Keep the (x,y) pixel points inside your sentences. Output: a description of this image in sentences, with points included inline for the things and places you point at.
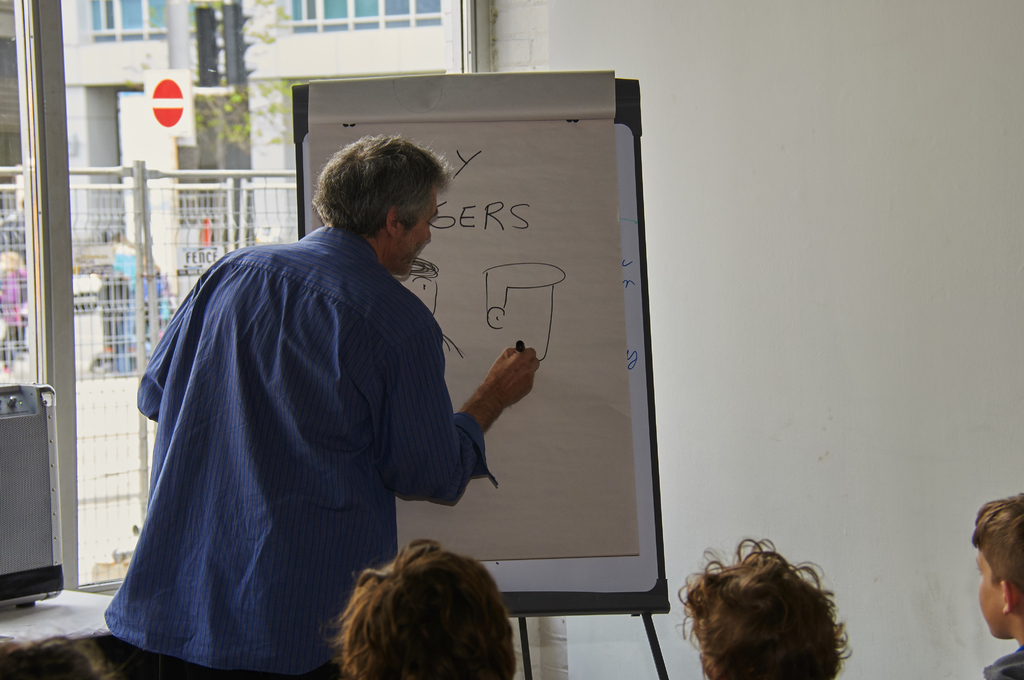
A man (480,402) is standing and writing on the board (530,313). He wore a blue color shirt (273,388). On the left side (116,268) there is a glass wall (137,292), outside this there is an iron gate (109,289).
